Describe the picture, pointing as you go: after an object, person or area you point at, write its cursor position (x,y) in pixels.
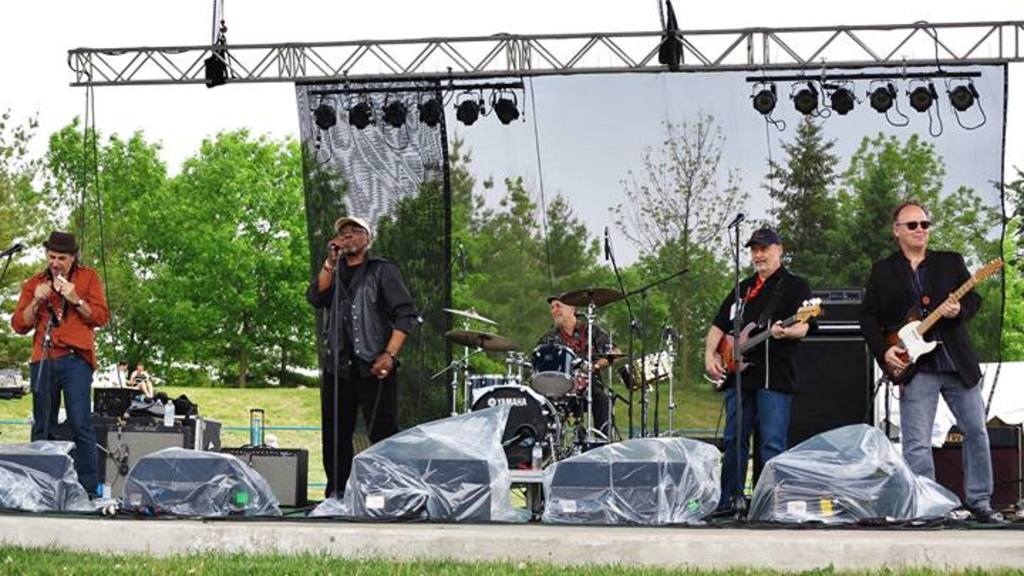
There are five men (40,292) on the stage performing a show. Two of them (773,251) holding guitars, two of them holding mike's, one person (599,422) behind the drums (588,299). One person (355,303) wearing a black jacket (393,276) and white cap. Another person (68,331) wearing a orange shirt (68,339) and blue jeans (65,377) with the black hat (71,245). These two wearing a black. One person (768,238) wearing a cap (764,234) and one person (915,220) wearing goggles (929,228). In the background (234,234), there are group of trees (146,209) and also white sky (576,132) and some lights (931,94) are attached to the stage (509,62) and they were two persons (115,380) sitting behind the stage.
